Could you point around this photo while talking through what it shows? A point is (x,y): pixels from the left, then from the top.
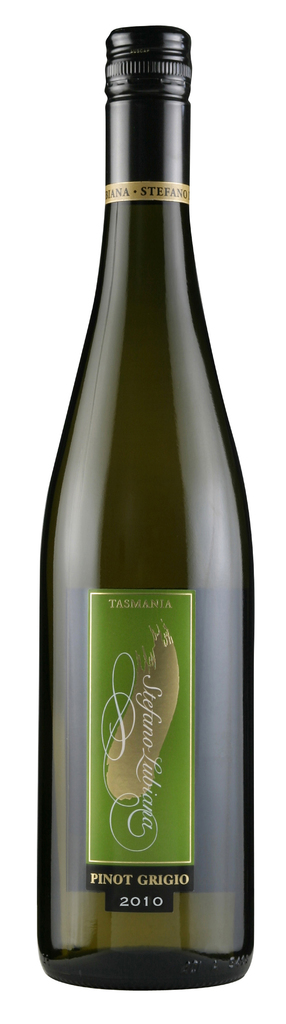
In this picture there is a bottle (63,754) and there is text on the label (105,797) and there are numbers (123,898) on the label (140,636).
